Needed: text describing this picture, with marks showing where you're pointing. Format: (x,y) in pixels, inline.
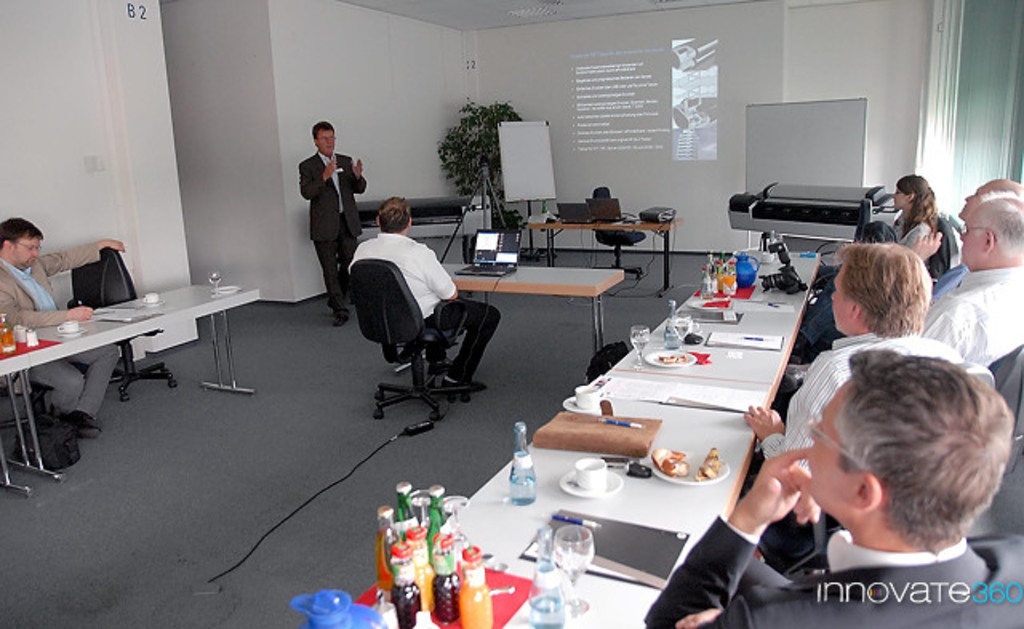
In the picture we can see a meeting hall (184,537) with some people (729,571) sitting on the chairs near the desks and on the desks (646,610) we can see some food items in the plate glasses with drinks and some juices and in the opposite side also we can see a man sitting near the desk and in the middle of them we can see a man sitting near the desk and operating something and in the background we can see a man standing and explaining something to them and beside him we can see a table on it we can see a projector machine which is focusing some matter on the screen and besides we can also see a white color board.
